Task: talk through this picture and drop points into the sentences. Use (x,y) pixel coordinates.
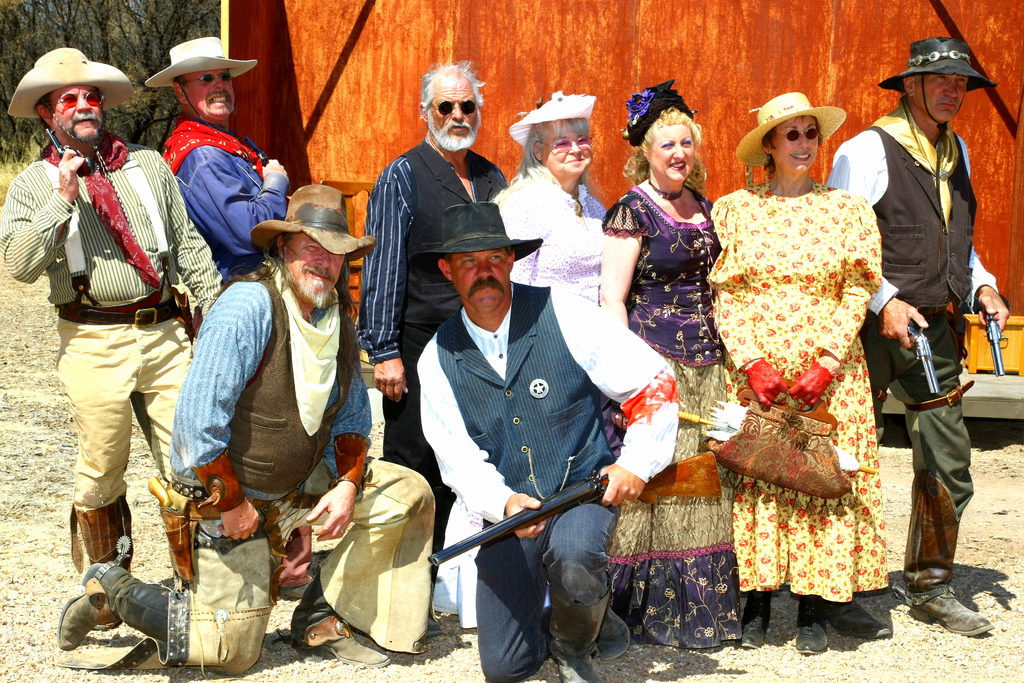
In this image we can see some people (475,413) and other objects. In the background of the image (513,106) there is a wall (696,48), trees (100,7) and other objects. At the bottom of the image (458,664) there is the ground (992,651).
